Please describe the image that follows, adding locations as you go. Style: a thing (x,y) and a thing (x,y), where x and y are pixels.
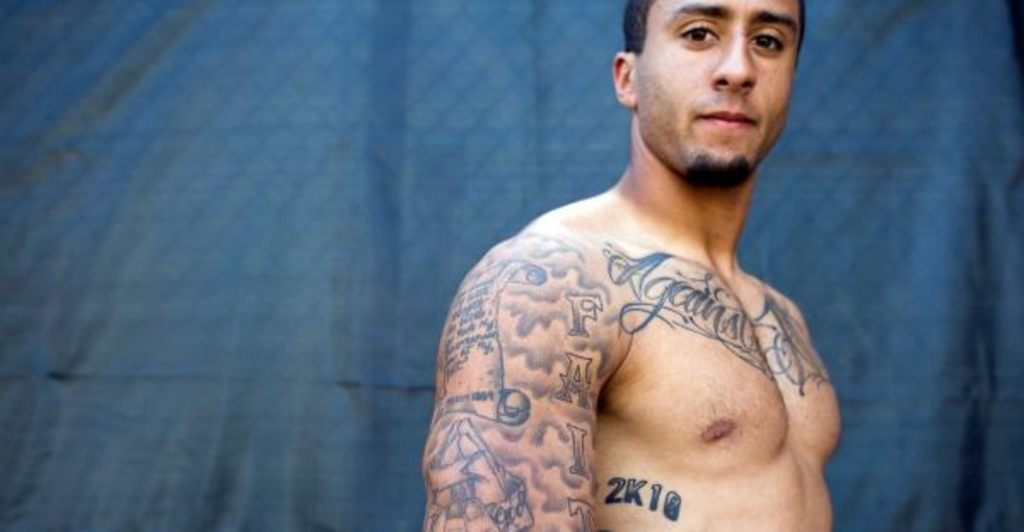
In the image we can see there is a man (664,366) standing and there is tattooed on his body (621,322). Behind there is blue colour cover (298,302).
